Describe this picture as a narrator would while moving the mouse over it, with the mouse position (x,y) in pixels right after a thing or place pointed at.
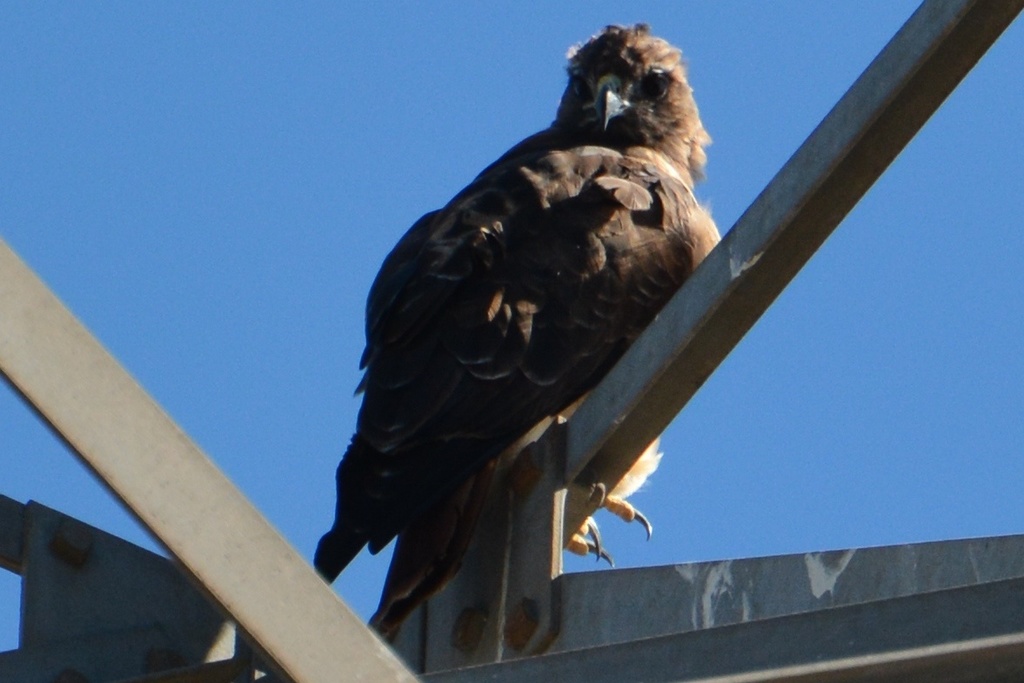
In this image in the front (532,454) there is an object (820,619) which is made up of metal (675,596) and there is a bird (546,323) standing on the object (616,381).
